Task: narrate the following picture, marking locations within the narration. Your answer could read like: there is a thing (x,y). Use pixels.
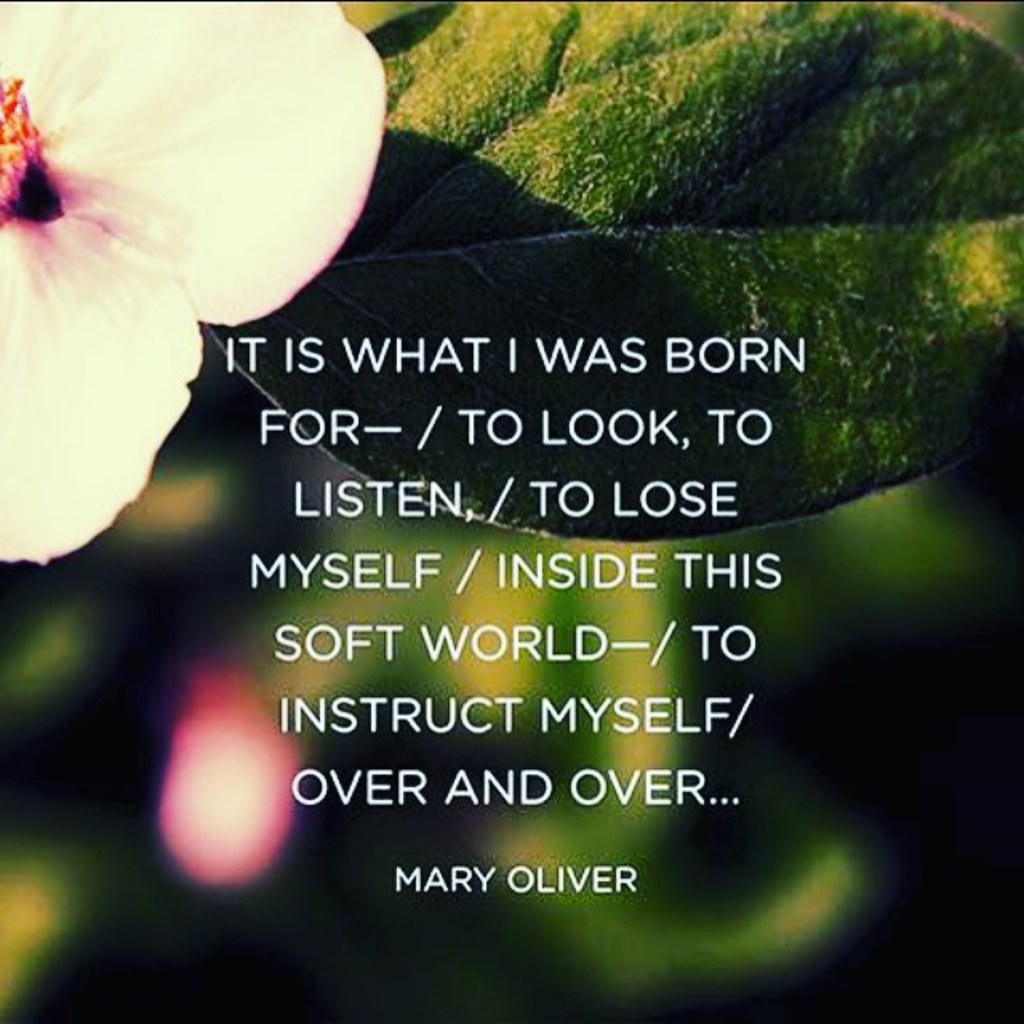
In this image I can see a flower (168,416), a green leaf (381,319) and I can see something is written over here. I can also see this image is little bit blurry from background (807,920).
